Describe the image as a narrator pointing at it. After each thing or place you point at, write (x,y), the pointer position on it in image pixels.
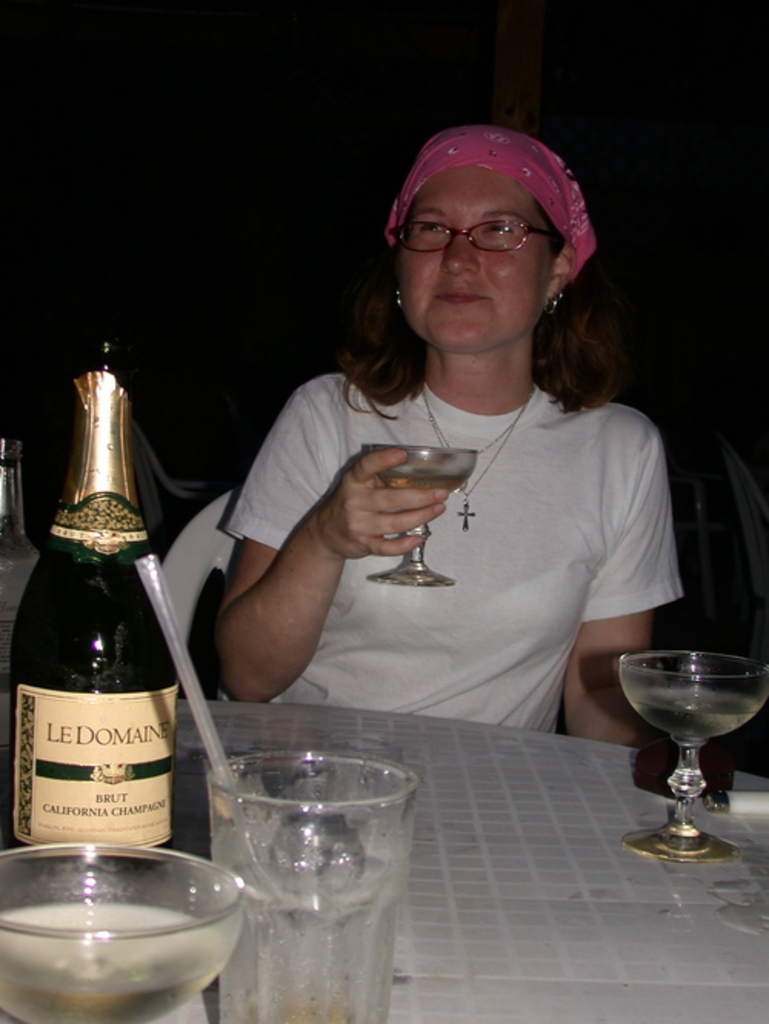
Background (568,117) is dark. We can see a woman (493,633) sitting on chair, wearing white shirt (516,570) and spectacles (511,242). She is holding a wine glass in her hand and smiling. On the table (735,882) we can see bottle (79,754), glasses (78,859) and a lighter (717,802).
